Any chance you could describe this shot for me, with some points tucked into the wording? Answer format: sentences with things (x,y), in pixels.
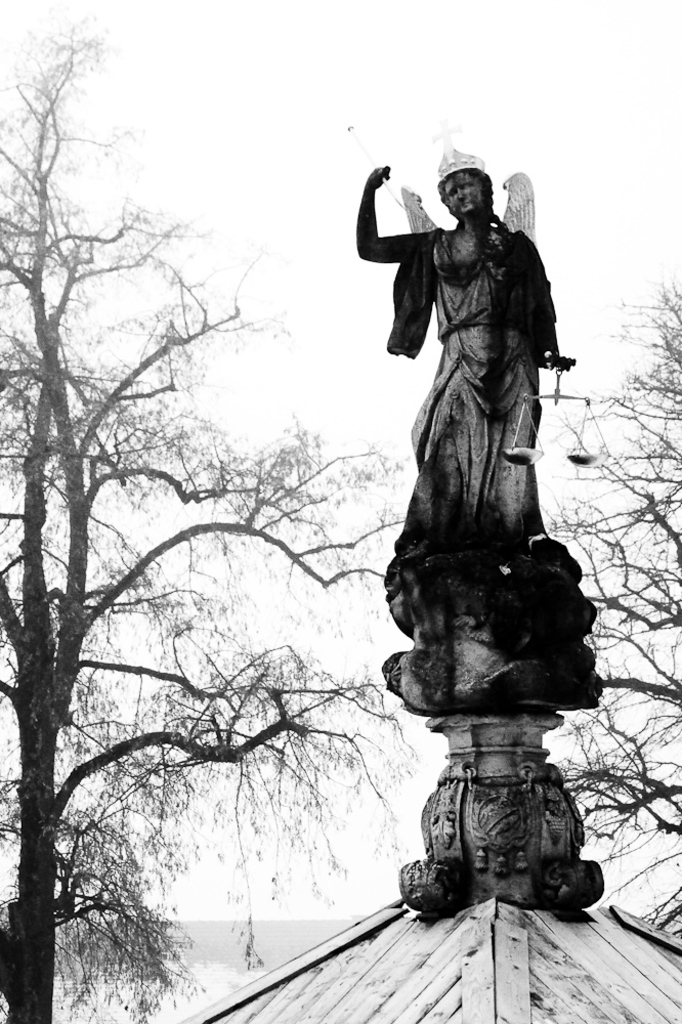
Here we can see a sculpture (497,493). There are trees (376,454). In the background (397,634) there is sky (296,809).
